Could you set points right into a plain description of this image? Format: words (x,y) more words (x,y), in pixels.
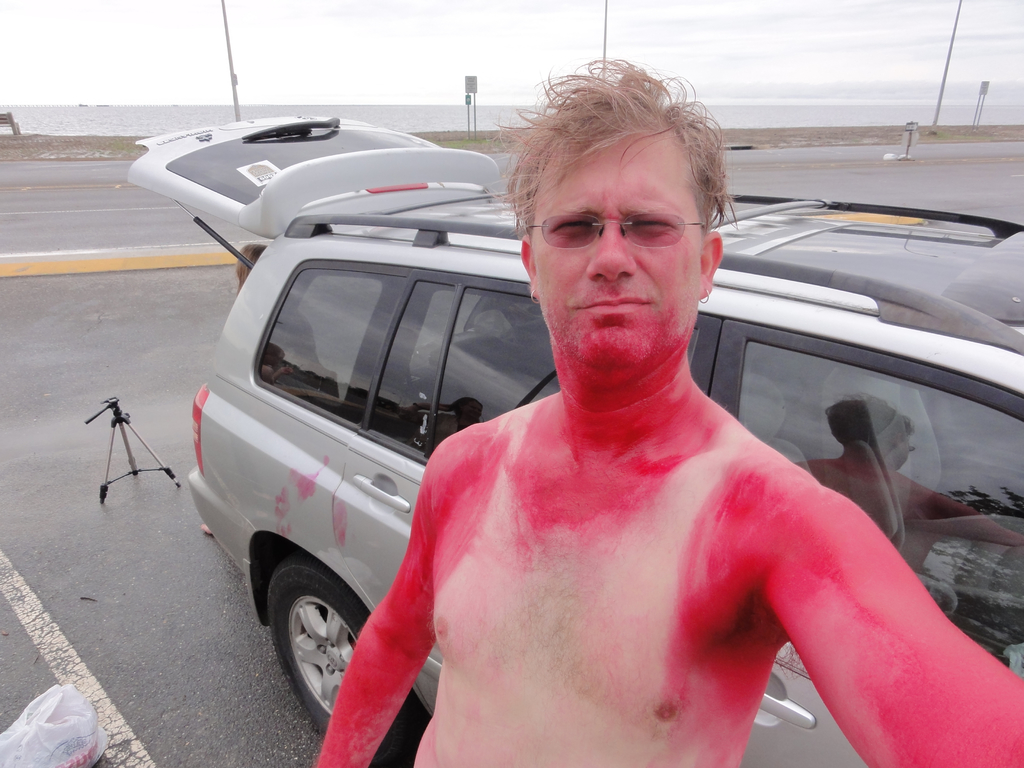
In this picture in the middle (648,288), we can see a man (546,608) and he is also wearing goggles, on his both hands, we can also see red color. On the right side (953,392) there is a car (807,459) which is placed on the road (127,634). On the left side (123,426), we can see a metal rod (124,457). In the background (952,120), we can see some poles (933,123), water (821,112) in a ocean (798,123). On the top (812,52), we can see a sky (812,69), at the bottom (179,668) there is a road (176,659). On the left side (8,732) corner, we can also see a polythene cover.
